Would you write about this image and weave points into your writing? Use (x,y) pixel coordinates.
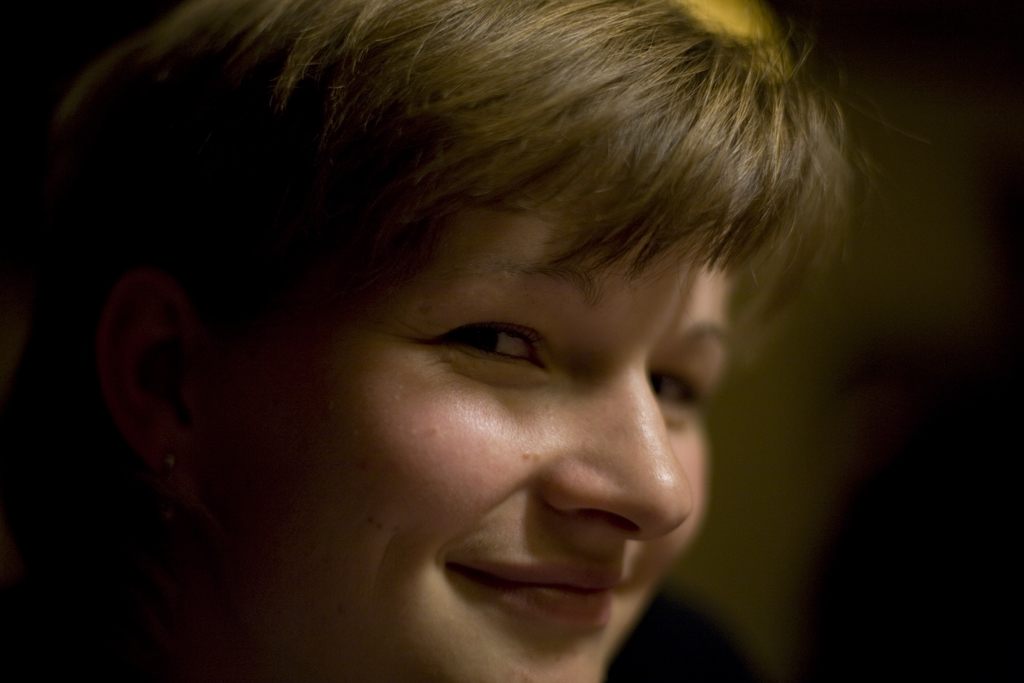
This is a zoomed in picture. In the foreground (480,328) we can see the head (447,176) of a person (537,563) and the person (526,590) is smiling. The background of the image (999,26) is blurry.
